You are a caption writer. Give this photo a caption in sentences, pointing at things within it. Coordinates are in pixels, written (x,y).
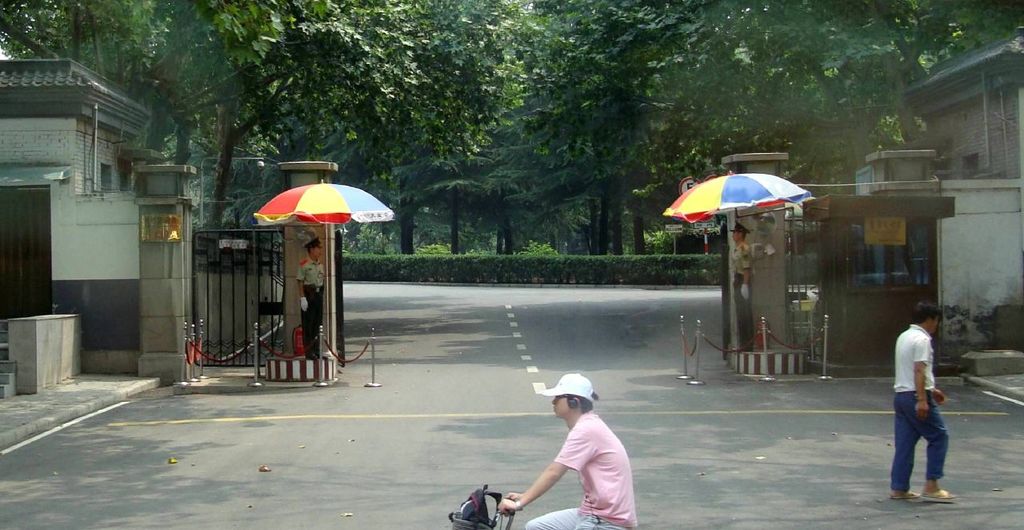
In this image we can see buildings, barrier poles (764,341), persons (738,297) standing under the parasols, person (927,415) standing on the road (884,504), person (618,496) riding the bicycle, bushes (557,267), plants (524,265) and trees (678,84).
